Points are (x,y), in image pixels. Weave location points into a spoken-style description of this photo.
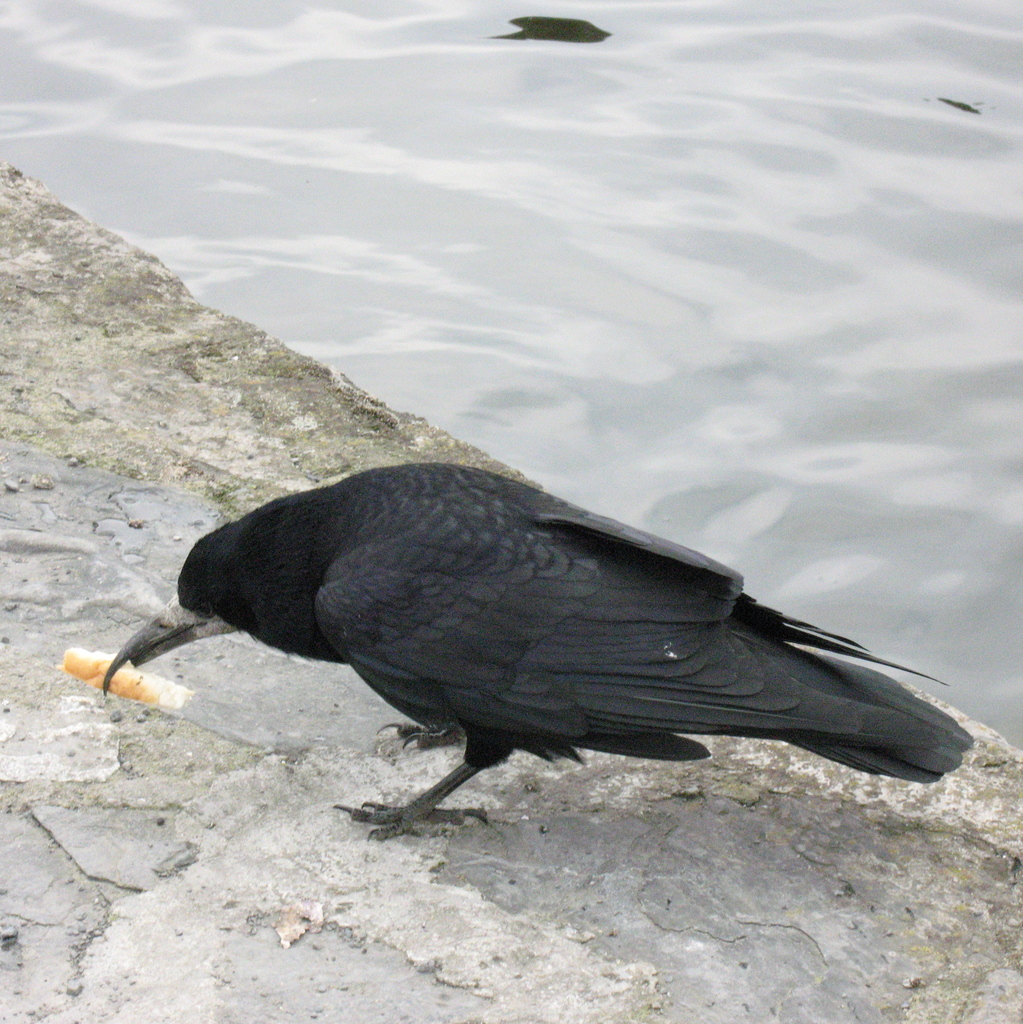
In the image there is a crow (385,555) standing on the floor (217,794) and holding a food piece (143,672) in its beak (139,654). At the top of the image (748,264) there is water (735,365).
